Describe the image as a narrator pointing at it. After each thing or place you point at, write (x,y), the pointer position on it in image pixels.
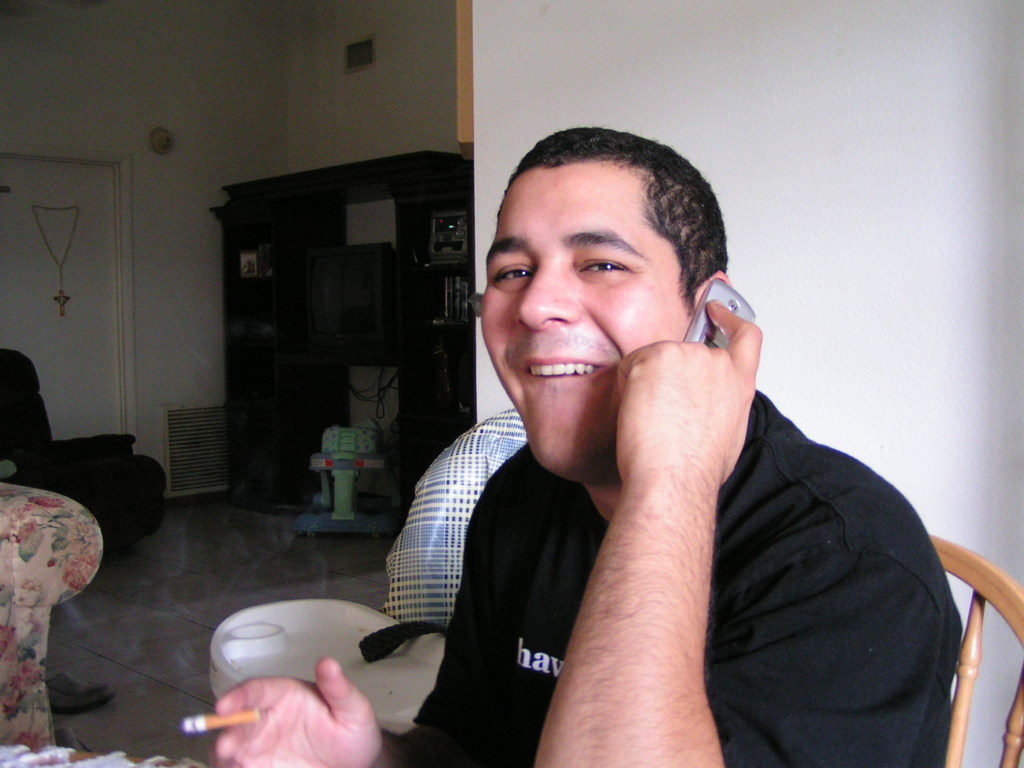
In this image we can see a man (771,606) sitting on a chair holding the mobile phone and a cigarette (197,728). We can also see a tray (386,713) beside him. We can also see a shoe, sofas (44,732) and an object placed on the floor (199,677). On the backside (423,397) we can see a cupboard (443,396) containing a television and some photo frames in the shelves (418,431). We can also see the walls (488,392) and a cross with a chain (55,242) on a door (104,370).
